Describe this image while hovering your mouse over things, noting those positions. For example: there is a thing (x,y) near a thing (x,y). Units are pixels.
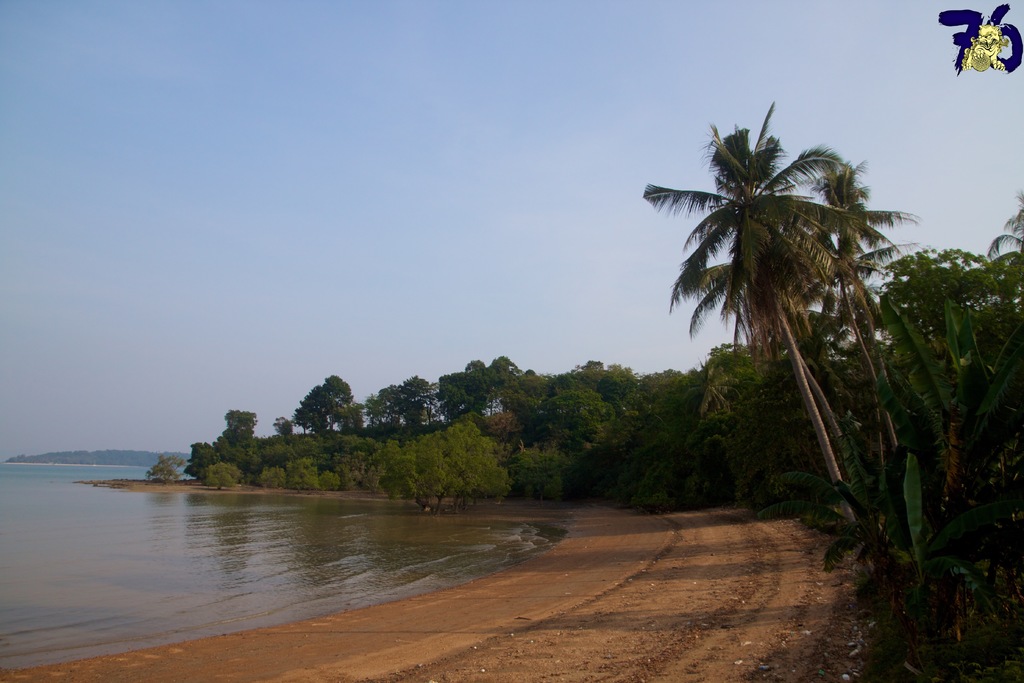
In this picture I can see water (302,523), trees (520,446), and in the background (561,223) there is sky (479,152) and a watermark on the image.
